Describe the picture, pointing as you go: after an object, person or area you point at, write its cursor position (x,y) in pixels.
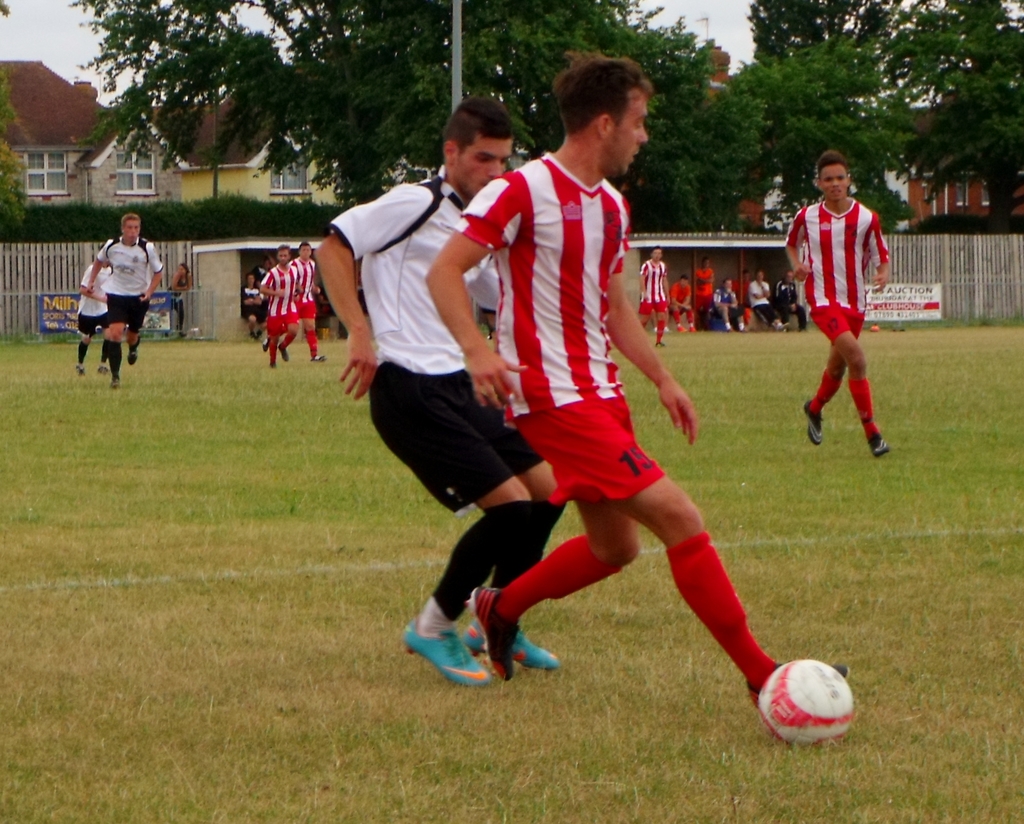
This image is clicked in a ground (233,501). There are many people (405,453) playing the game. In the front (623,520), the man (618,507) wearing red dress (570,355) is about to kick the ball (801,713). At the bottom (272,684), there is green grass (167,462). In the background (164,170), there are trees (339,184) and buildings (140,178).
